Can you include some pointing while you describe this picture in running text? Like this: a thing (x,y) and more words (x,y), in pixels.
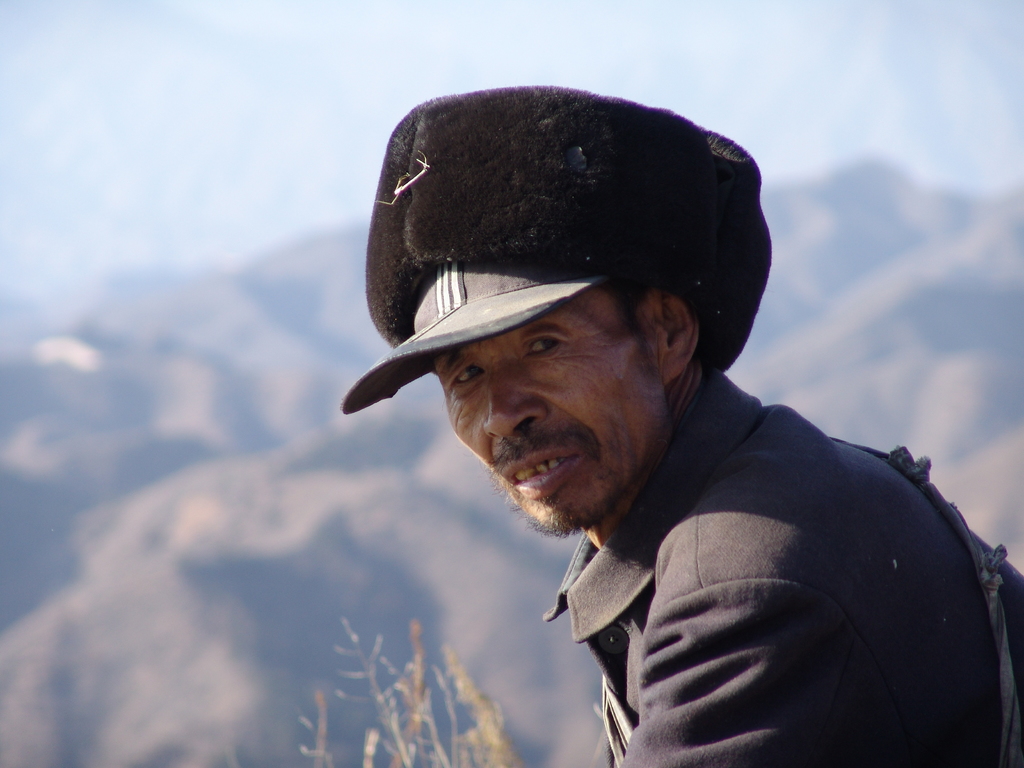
In this image, we can see a person (485,379) wearing a cap (489,303). We can see some objects (324,740) at the bottom (410,677). In the background (289,628), there are a few hills (334,239) and the sky (292,74).
